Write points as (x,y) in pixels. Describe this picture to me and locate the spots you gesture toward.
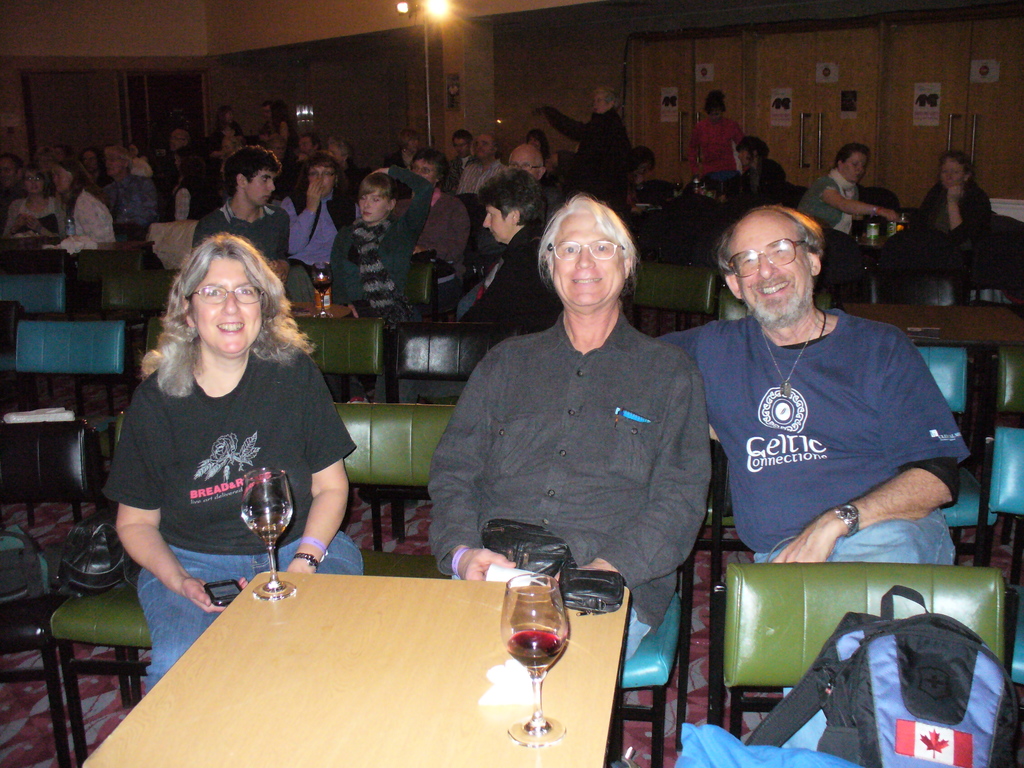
In the image a group of people (737,452) are sitting on chairs (403,413). In front (574,462) there are three people (661,413) sitting on chair (441,576) in front of a table (324,624), on table (407,577) we can see a glass (529,654) with some drink (544,633), tissues (510,689) and a purse (594,579). On right side (786,589) there is a chair (774,587), on chair (927,600) we can see a bag (932,740) and also a door (867,118) which is closed. In background (479,63) there is a wall (562,91), pillars (474,80), light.
